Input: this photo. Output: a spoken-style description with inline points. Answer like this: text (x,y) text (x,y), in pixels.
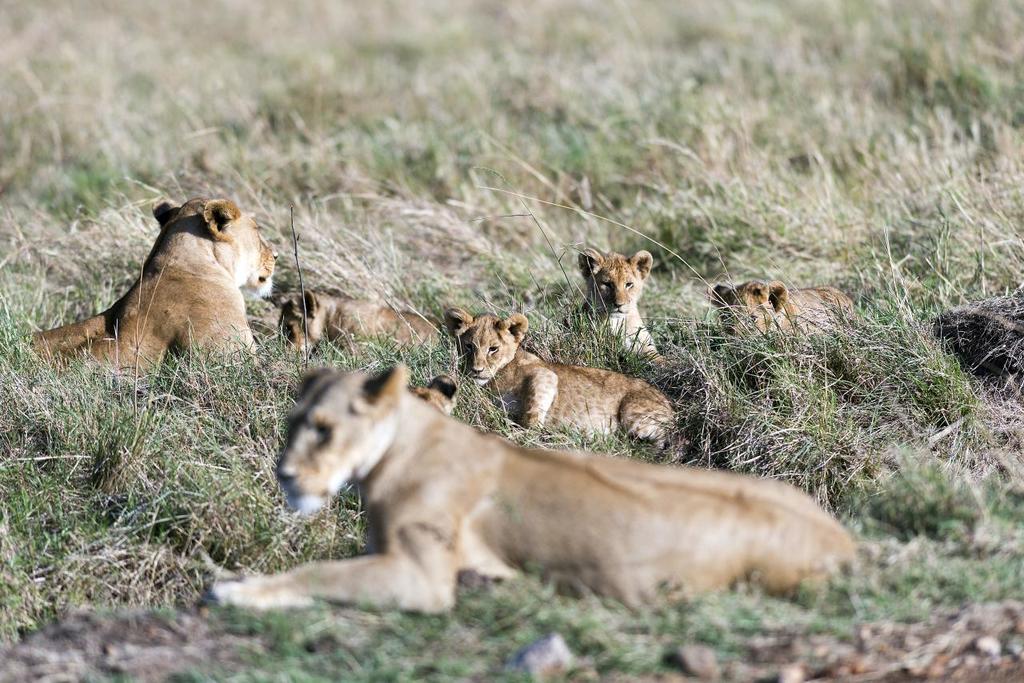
This is an outside view. At the bottom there is rock (562,663). I can see the grass (145,468) on the ground (83,426). In the middle of the image (477,339) there are few lions (421,391) laying on the ground (176,410).
